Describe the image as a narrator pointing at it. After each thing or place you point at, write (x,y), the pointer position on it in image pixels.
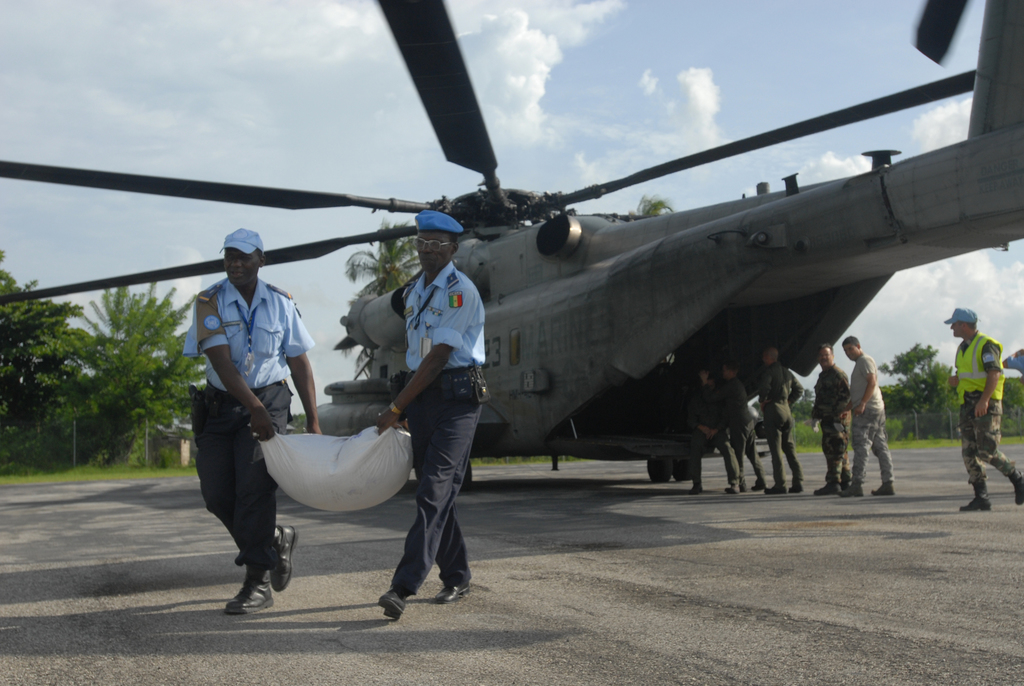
In the image there is a helicopter (619,326) on the road (307,542) with few men (853,389) going inside it, in the front (232,463) there are two officers (272,354) carrying a bag (317,495), in the back (62,473) there are trees (98,406) on the grassland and above its sky (649,122) with clouds (230,80).
